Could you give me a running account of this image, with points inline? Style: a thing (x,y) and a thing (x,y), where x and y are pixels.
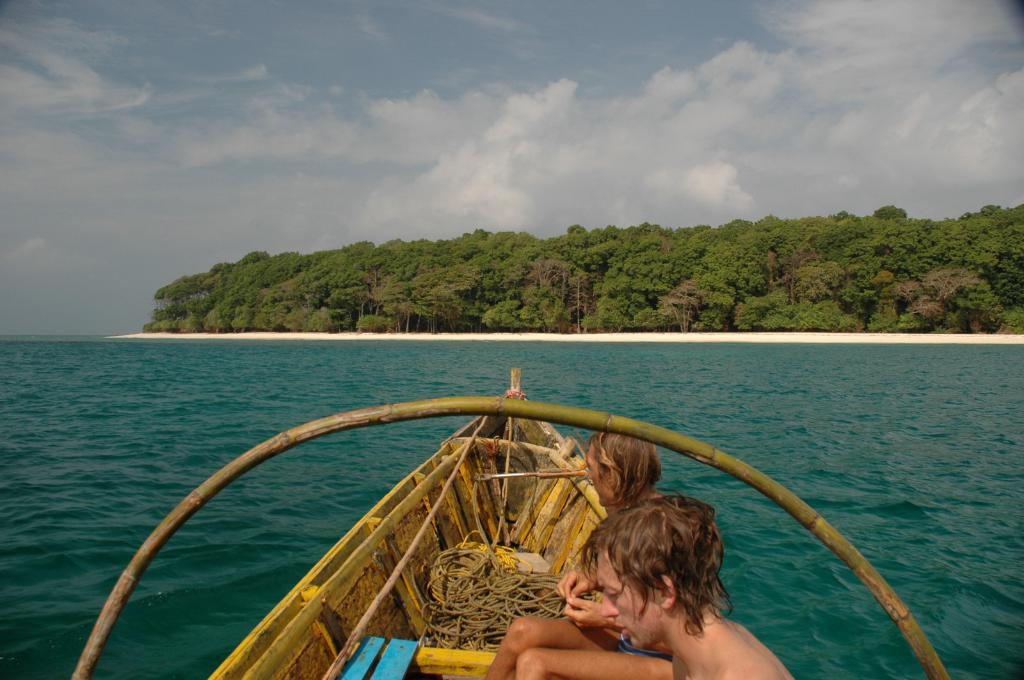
In this picture I can see two persons (566,644) sitting on the boat (372,635), which is on the water (883,431), there are trees (565,277), and in the background (538,121) there is the sky (459,93).
